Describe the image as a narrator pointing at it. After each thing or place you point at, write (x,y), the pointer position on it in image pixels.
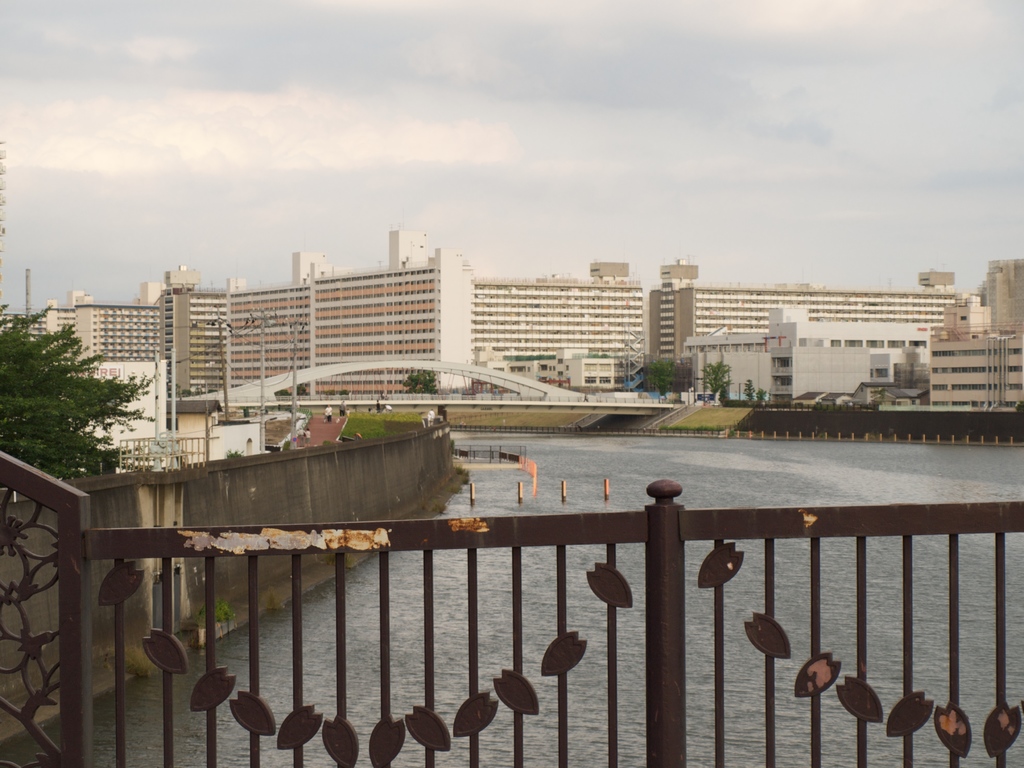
In this picture we can see fence (614,533), water (924,610), trees (50,438), buildings (447,380), poles (174,404) and in the background (468,116) we can see the sky (520,107) with clouds (488,198).
